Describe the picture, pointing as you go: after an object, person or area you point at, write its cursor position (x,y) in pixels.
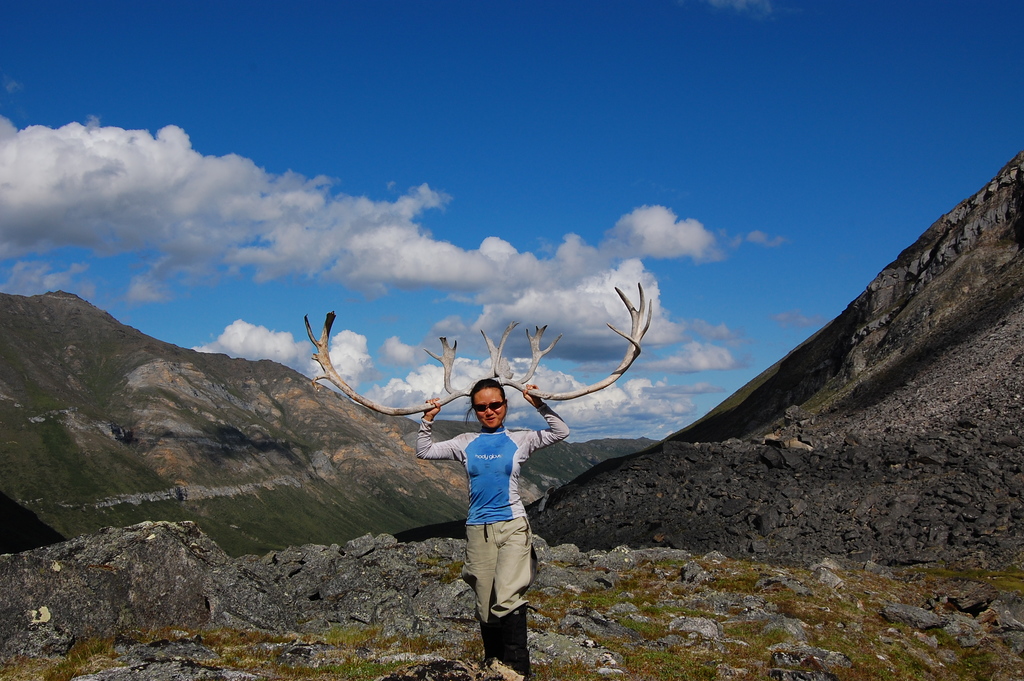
In this picture, I can see a sky (685,275), clouds (214,202), and mountains (225,474), rock (338,600) and there is a women (523,446) standing and wearing a goggles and holding an object (322,348).
